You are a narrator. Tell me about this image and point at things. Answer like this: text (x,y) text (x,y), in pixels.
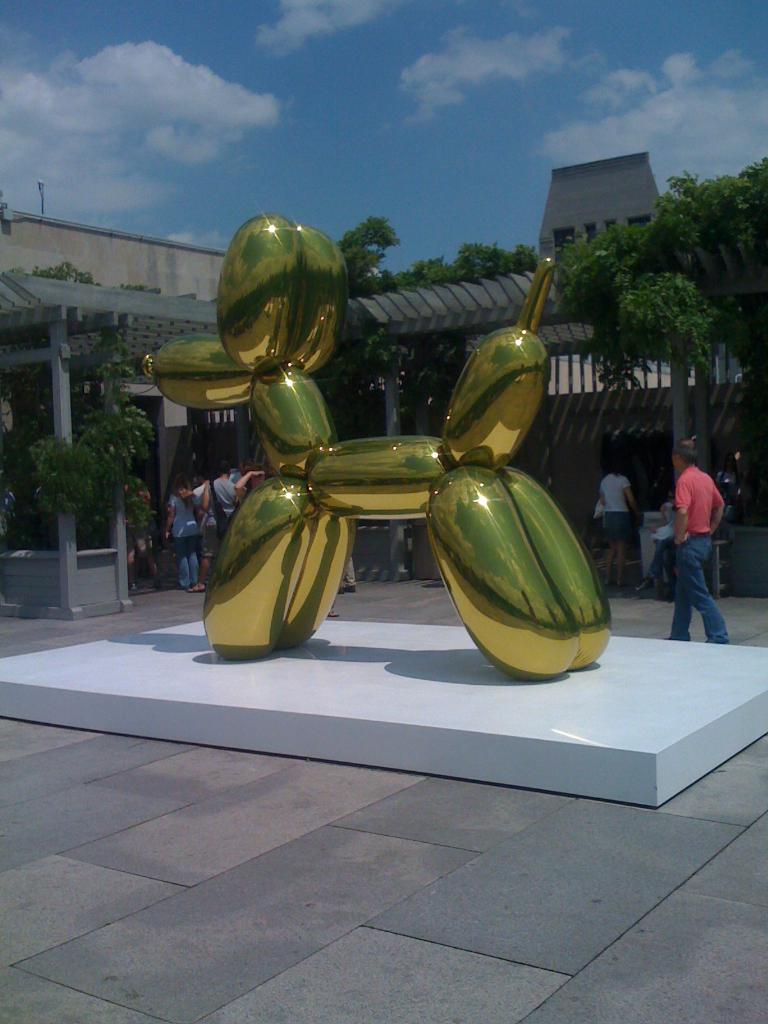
In this image there is a structure (474,398) of a dog (519,574), behind that there are a few people (665,504) standing and walking on the road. In the background (346,328) there is a building (629,176), trees (739,316) and a sky (358,131).
